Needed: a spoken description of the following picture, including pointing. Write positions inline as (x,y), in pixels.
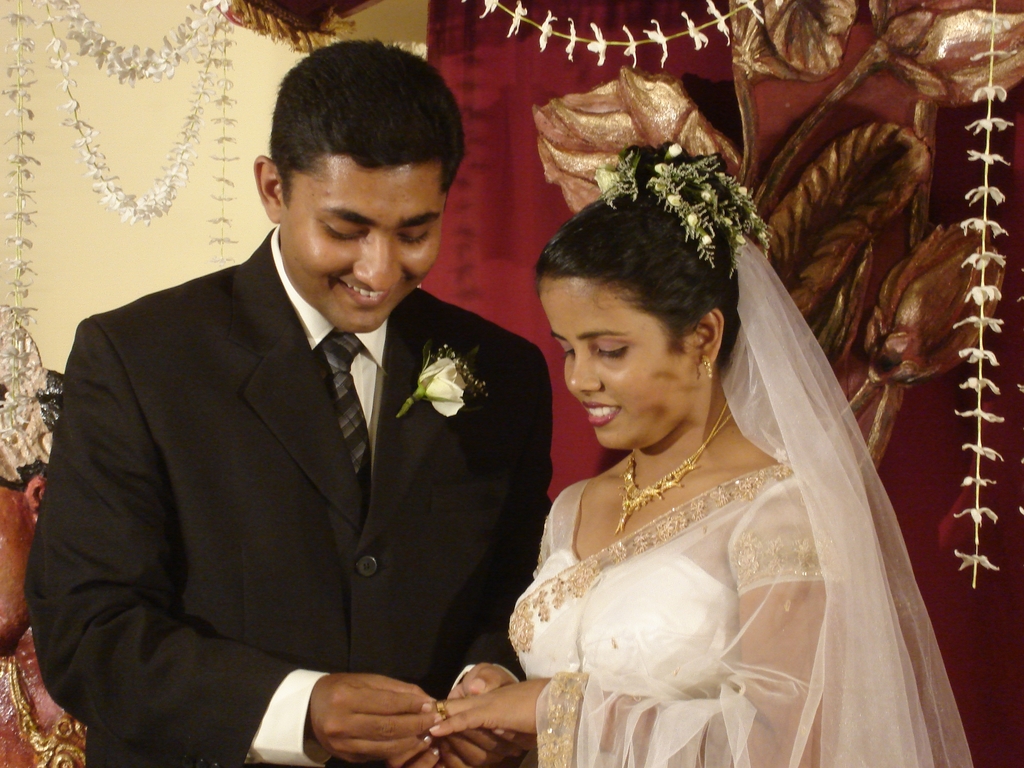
In this image I can see two people (439,546) are wearing black and white color dresses (439,546). Back I can see few decorative items (603,112) and red and cream color background (449,36).
